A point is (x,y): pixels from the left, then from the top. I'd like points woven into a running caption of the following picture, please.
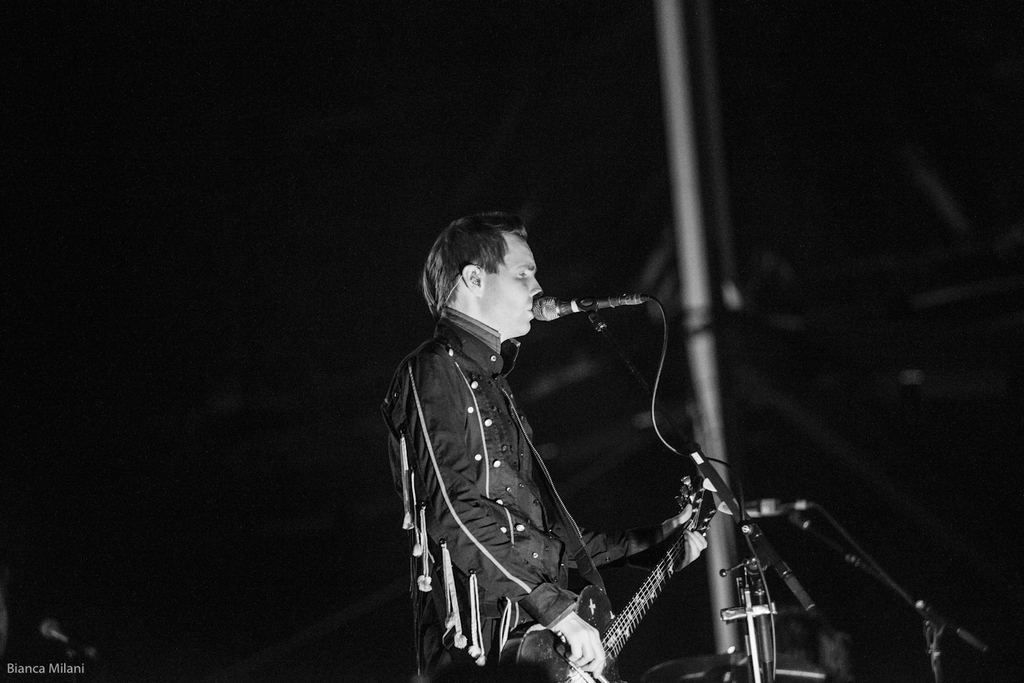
The person (485,469) wearing black dress (486,484) is playing guitar (658,584) and singing in front of a mic (625,303).
